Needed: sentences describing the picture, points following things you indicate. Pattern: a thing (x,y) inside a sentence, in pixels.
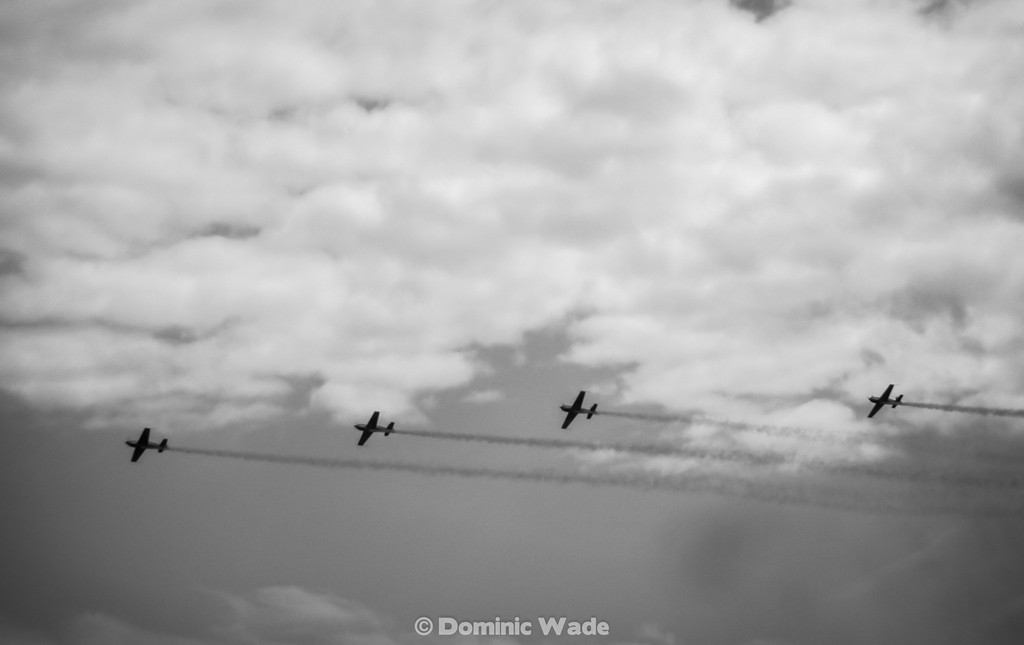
There are four airplanes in the sky (476,385) as we can see at the bottom of this image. There is a cloudy sky (472,313) in the background (485,411).
